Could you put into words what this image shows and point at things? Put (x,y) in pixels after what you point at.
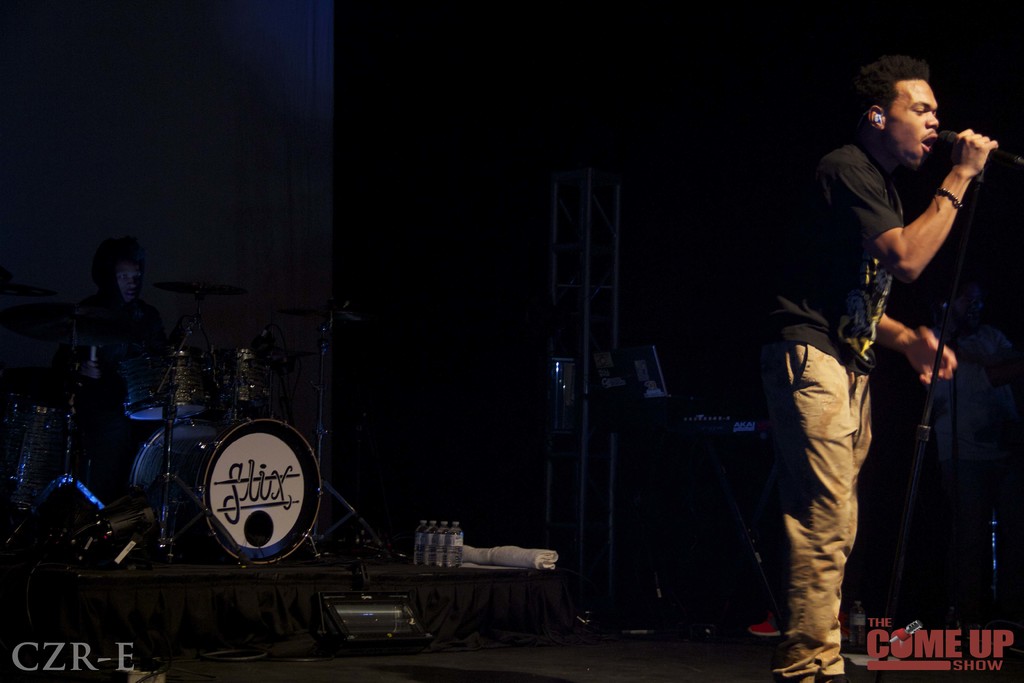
In this picture we can see the man (828,516) standing on the stage (344,565) and wearing a black t-shirt (838,273) and singing on the microphone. Behind there is a man (99,480) sitting and playing the band (252,373). Behind there is a dark background (200,220).
